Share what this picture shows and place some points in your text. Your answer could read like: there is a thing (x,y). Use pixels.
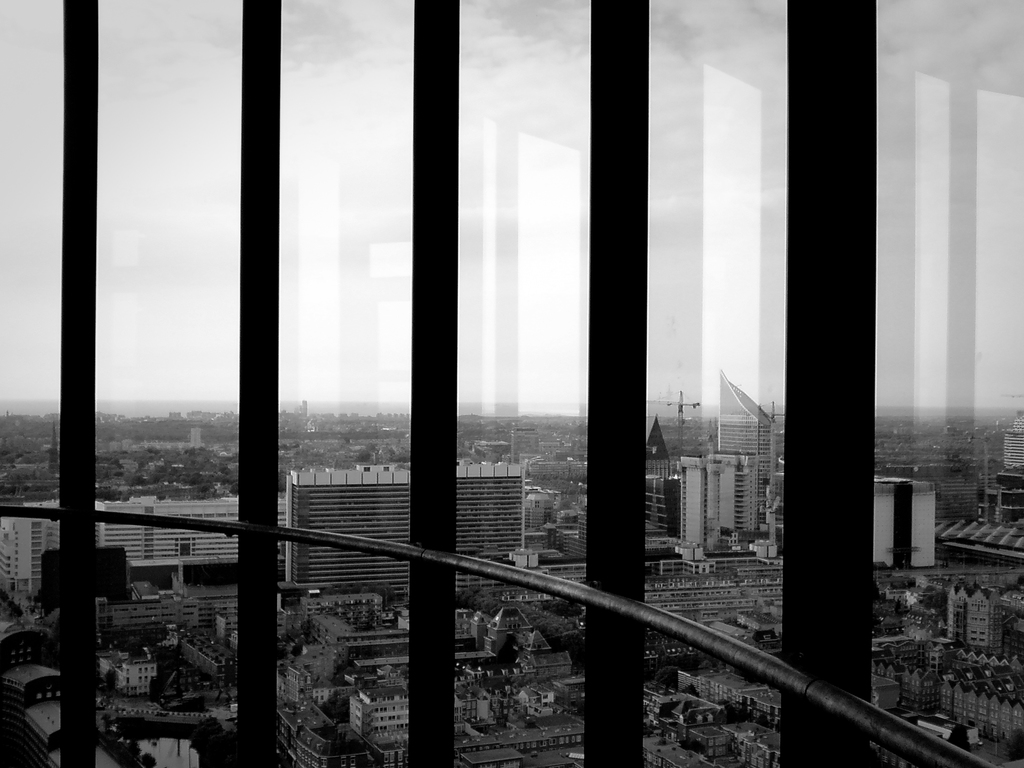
This image consists of a grill (792,638) made up of metal (591,743). In the background (487,619), we can see the buildings (532,492) and skyscrapers (460,513). At the top (198,255), there is sky (174,251).
